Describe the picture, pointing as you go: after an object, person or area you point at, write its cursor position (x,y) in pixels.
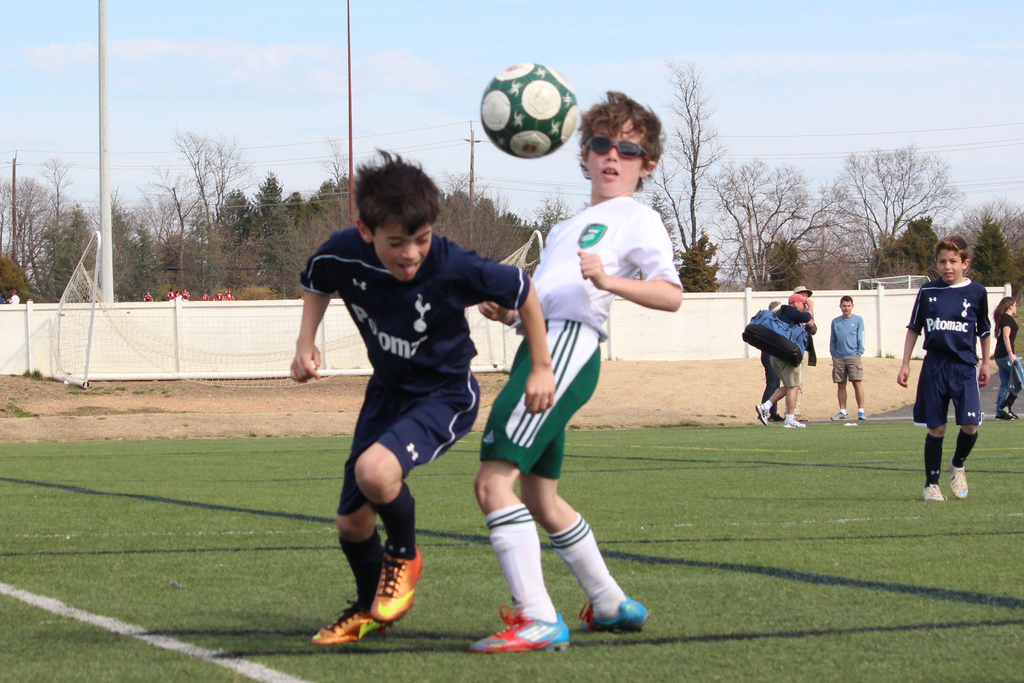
In this image in the center (532,304) there are two boys (484,307) who are playing football, and in the background (800,324) there are some people (946,335) who are standing. At the bottom (567,604) there is ground (893,546) and in the background (702,253) there are some trees (210,250), poles (111,250), wires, net (78,323) and wall (867,327) and sand (486,407). At the top of the image (400,70) there is sky (259,104).
